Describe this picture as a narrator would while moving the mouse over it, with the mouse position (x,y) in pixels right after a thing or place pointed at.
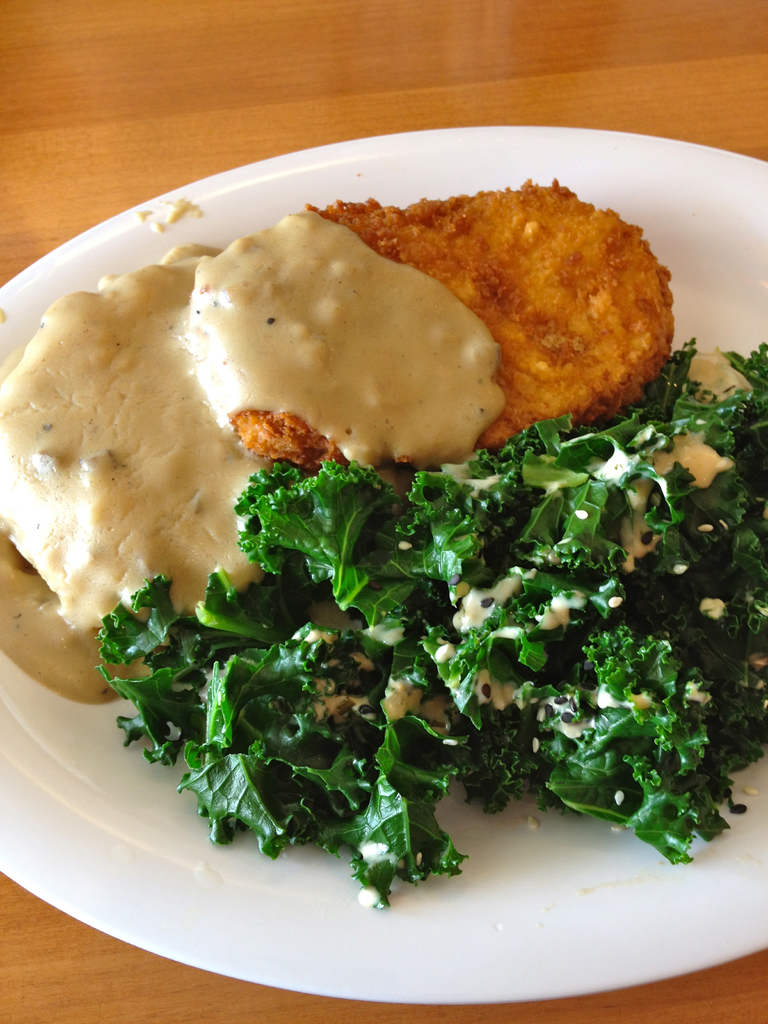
In this image, we can see food (234,700) on the plate (191,924), which is placed on the table (94,970).
